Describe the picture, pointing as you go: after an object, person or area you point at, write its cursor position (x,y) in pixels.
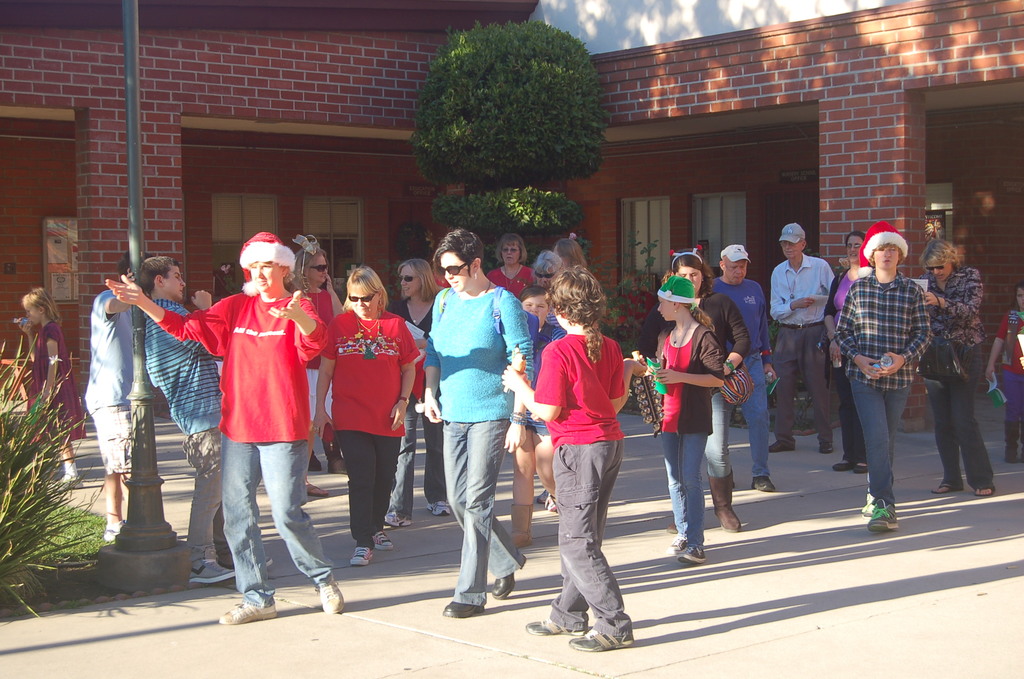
Here we can see group of people (822,412). There are plants (496,48), windows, pillars (919,417), pole (159,524), board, and a building (820,142).
